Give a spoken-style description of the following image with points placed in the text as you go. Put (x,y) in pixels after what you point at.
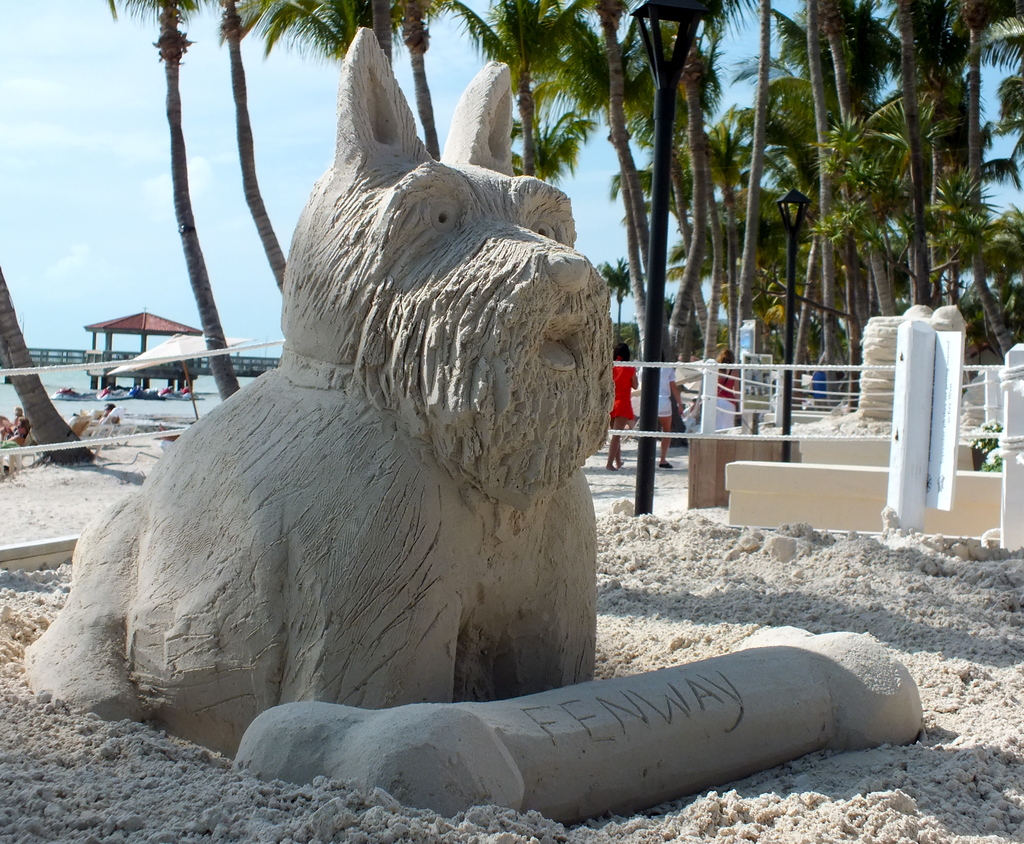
In this picture we can observe a statue (480,448) of a dog (306,509) and a bone (491,741) on the land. We can observe white color ribbon (730,366). There are some people (622,370). In the background (165,27) there are trees (629,109) and a sky (215,103).
